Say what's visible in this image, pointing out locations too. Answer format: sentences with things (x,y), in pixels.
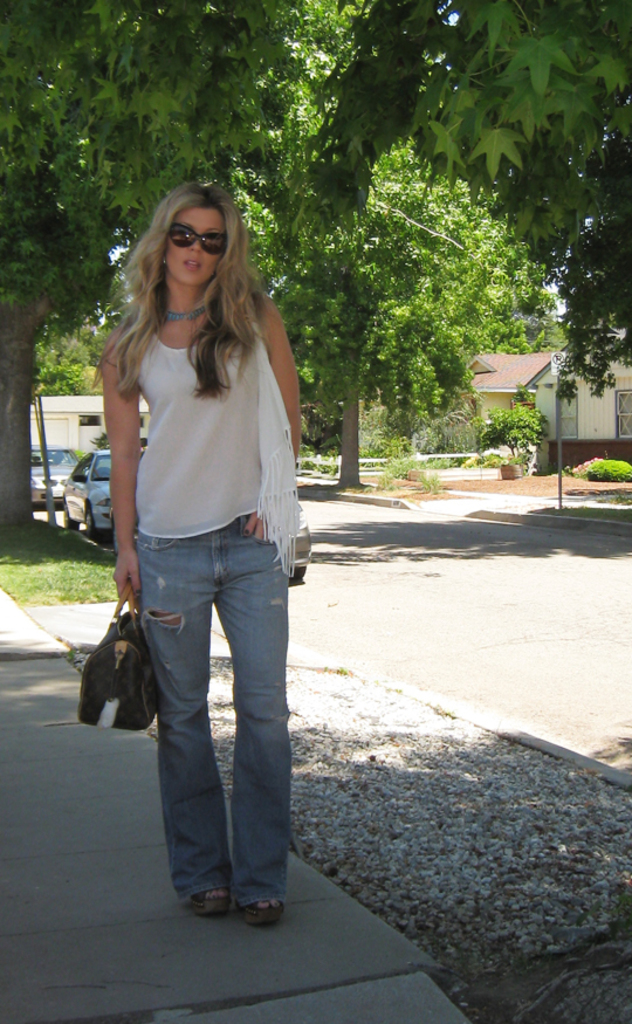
In this image a woman (228,425) wearing white color top (223,425) and blue color jeans (247,621), holding a handbag (126,585) in her hand (137,576) standing on a footpath (157,906), beside the footpath (154,849) there is a road (531,595) on that road (495,573) vehicles (96,483) are parked on either side of the road (547,613) there are trees (398,378), in the background (517,392) there is a house (567,404).
